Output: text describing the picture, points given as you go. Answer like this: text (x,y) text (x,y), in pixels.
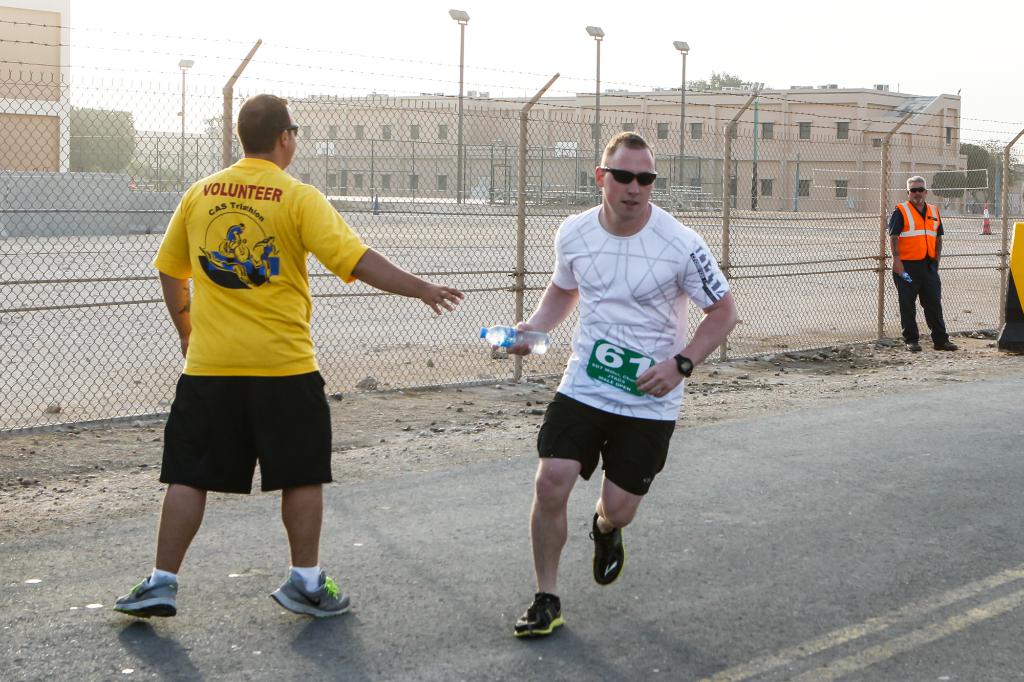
In this image there are a few people (297,347) standing, another person (588,331) holding a bottle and running on the road (527,518), behind them there is a net fence (300,169), few street lights (682,53), buildings (678,150), trees (987,163), traffic safety (983,224) cone and in the background (898,39) there is the sky (898,39).
